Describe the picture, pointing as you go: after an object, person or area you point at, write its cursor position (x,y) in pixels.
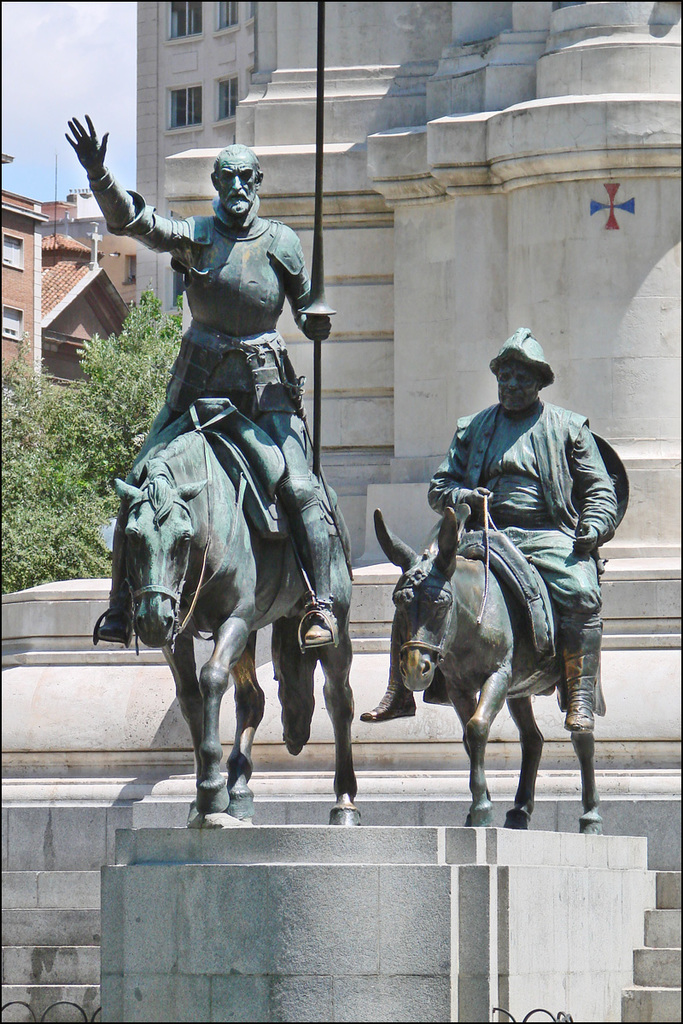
In this image, we can see statues (465,671) and in the background (430,247), there are buildings (230,83), trees (18,414) and there are stairs (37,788).
